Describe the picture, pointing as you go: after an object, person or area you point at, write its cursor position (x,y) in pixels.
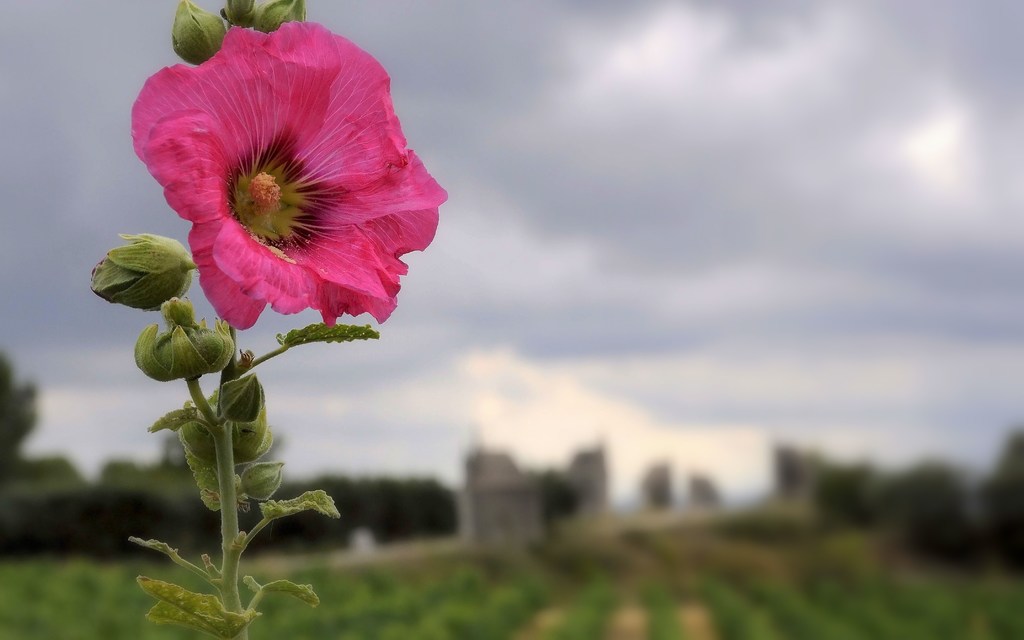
In this picture, we can see a flower (211,276), buds (188,345) of a plant (188,345), and we can see the blurred background (396,72) with sky (1009,377).
